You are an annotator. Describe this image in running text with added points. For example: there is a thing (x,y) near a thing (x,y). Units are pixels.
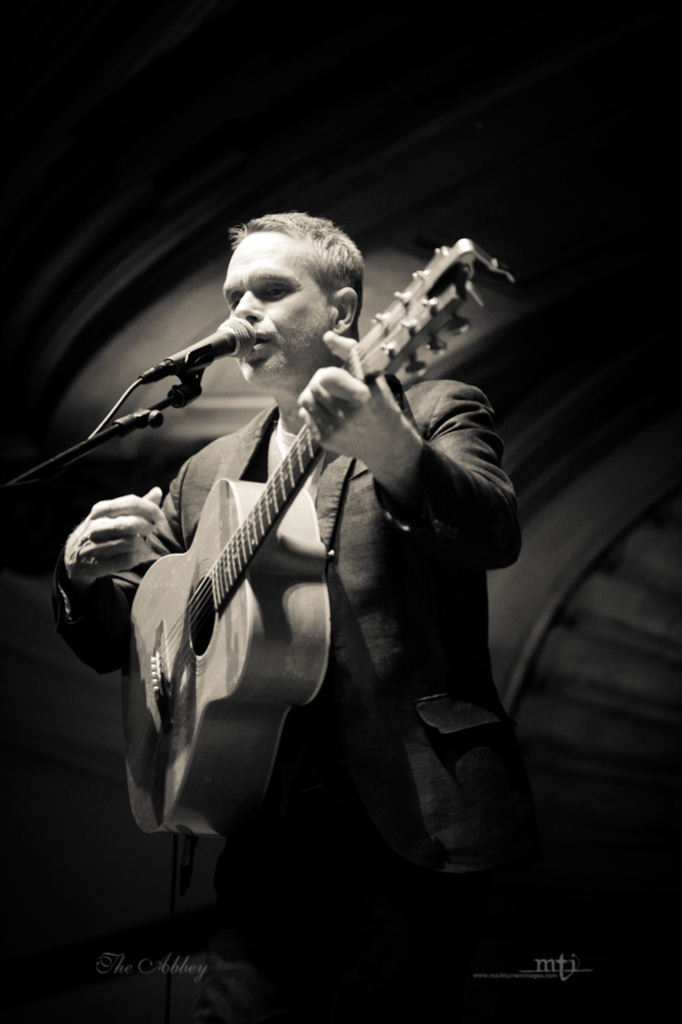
In this picture we can see a man (359,382) is standing and holding a guitar (285,548) in his hand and he is singing, here is the microphone (244,341), and he is wearing a suit (418,663).
